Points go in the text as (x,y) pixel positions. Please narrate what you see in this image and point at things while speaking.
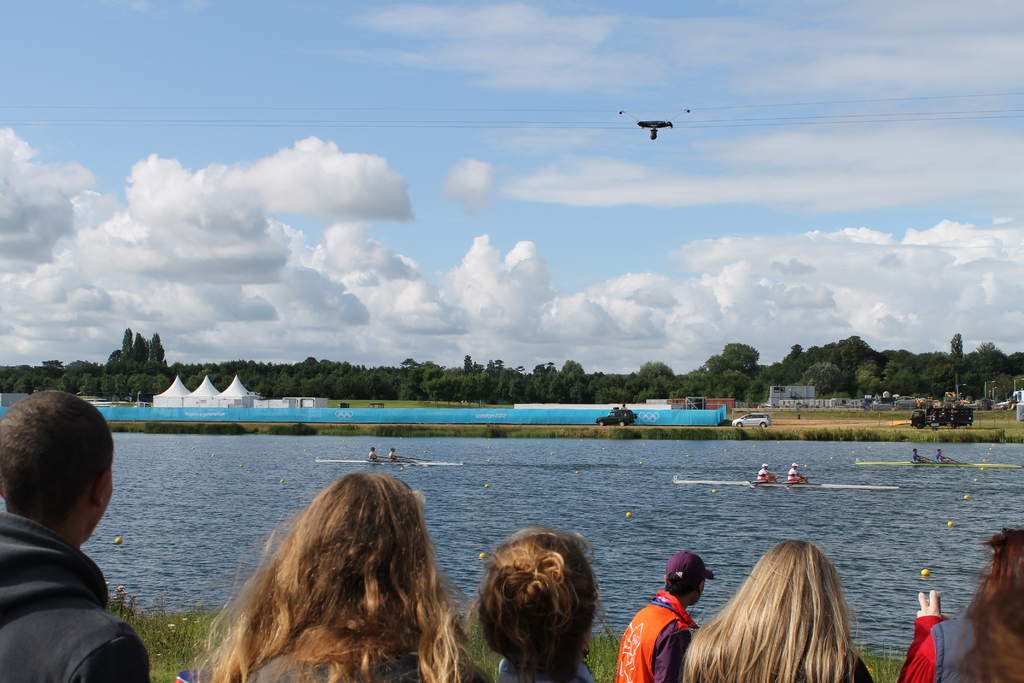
In this image we can see some people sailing the boats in a water body (658,517). We can also see some vehicles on the ground (820,419), a fence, some buildings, poles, a group of trees (584,385), a device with cables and the sky (712,229) which looks cloudy. On the bottom of the image (729,605) we can see a group of people (681,628) and some plants (162,636).
